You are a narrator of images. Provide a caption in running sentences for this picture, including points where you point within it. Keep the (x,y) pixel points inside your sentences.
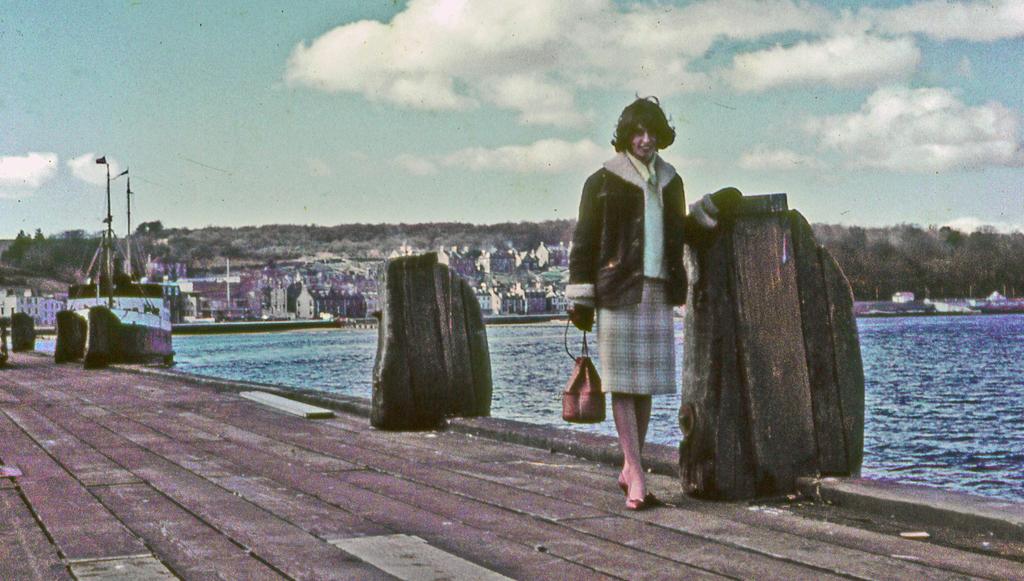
This image is taken outdoors. At the top of the image (74,160) there is the sky (351,97) with clouds (577,96). At the bottom of the image (240,552) there is a platform (198,549). In the background (191,264) there are many trees (479,248) and plants (911,240). There are a few poles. There are many buildings (290,289) and houses (290,289). There are a few boats (992,298) on the river (971,318). On the right side of the image (933,398) there is a river (964,430) with water (316,361). On the left side of the image (67,306) there is a ship (132,300) on the river (335,359). There are a few objects (69,342). In the middle of the image (663,283) a woman (609,316) is standing on the platform (584,513) and she is holding a bag (576,368) in her hand (586,326).
